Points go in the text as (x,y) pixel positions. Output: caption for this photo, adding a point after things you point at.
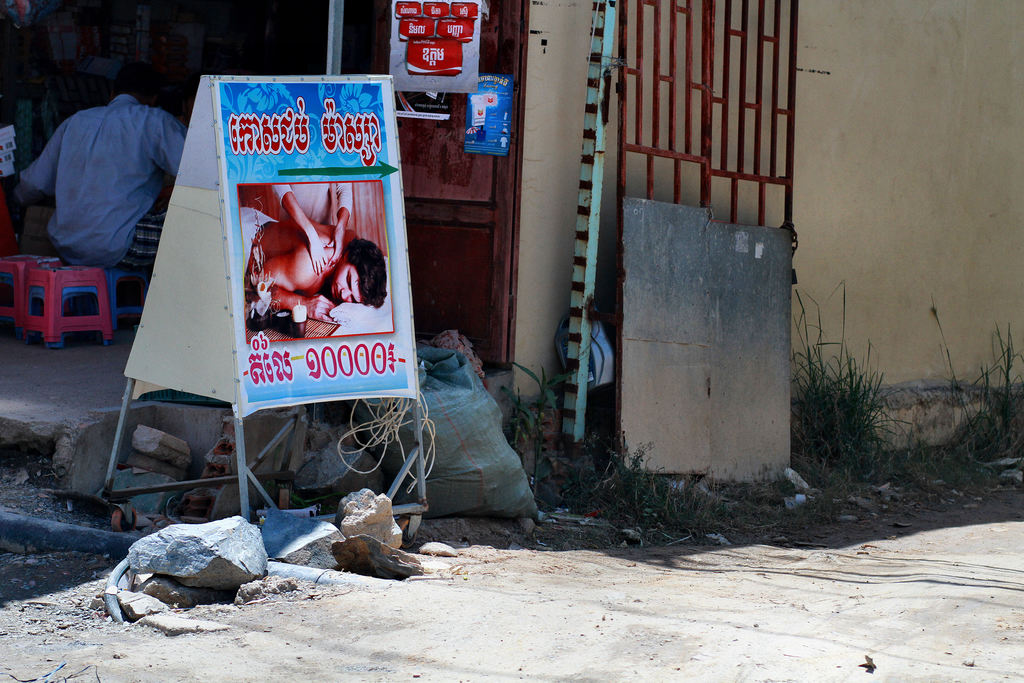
In this picture we can see a board (245,163), stones (224,528), grass (631,457), and a gate (727,456) and behind the gate (727,456) there is a wall (957,411). Behind the board (210,319) there is a man (99,240) sitting on a stool (118,280) and other things (453,117).
